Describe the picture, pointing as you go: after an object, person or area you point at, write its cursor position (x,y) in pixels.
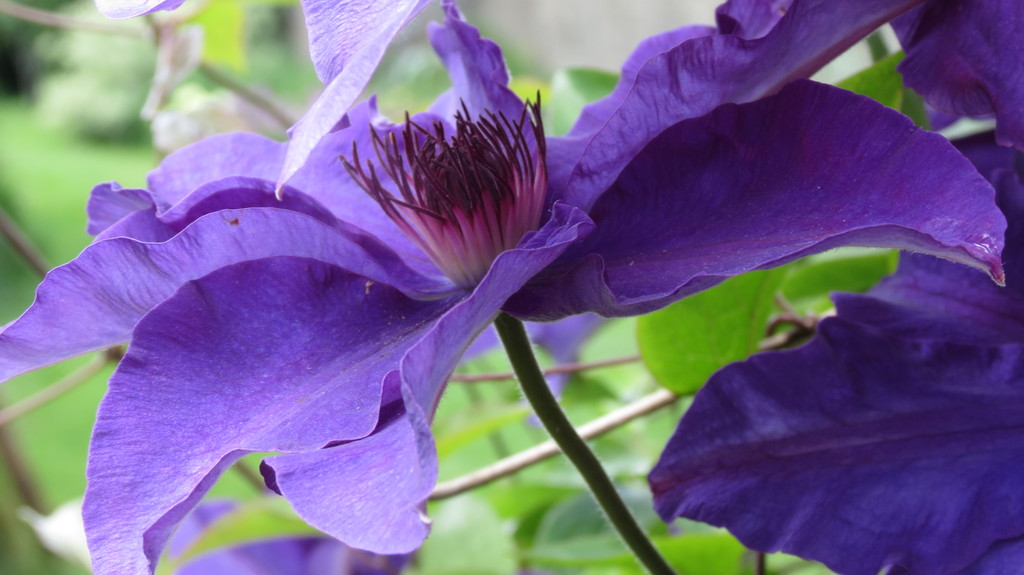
In this image, I can see the flowers (687,231), which are violet in color. These are the petals (306,221). This looks like a stem (541,387). I can see the leaves (657,354). The background (51,243) looks blurry.
